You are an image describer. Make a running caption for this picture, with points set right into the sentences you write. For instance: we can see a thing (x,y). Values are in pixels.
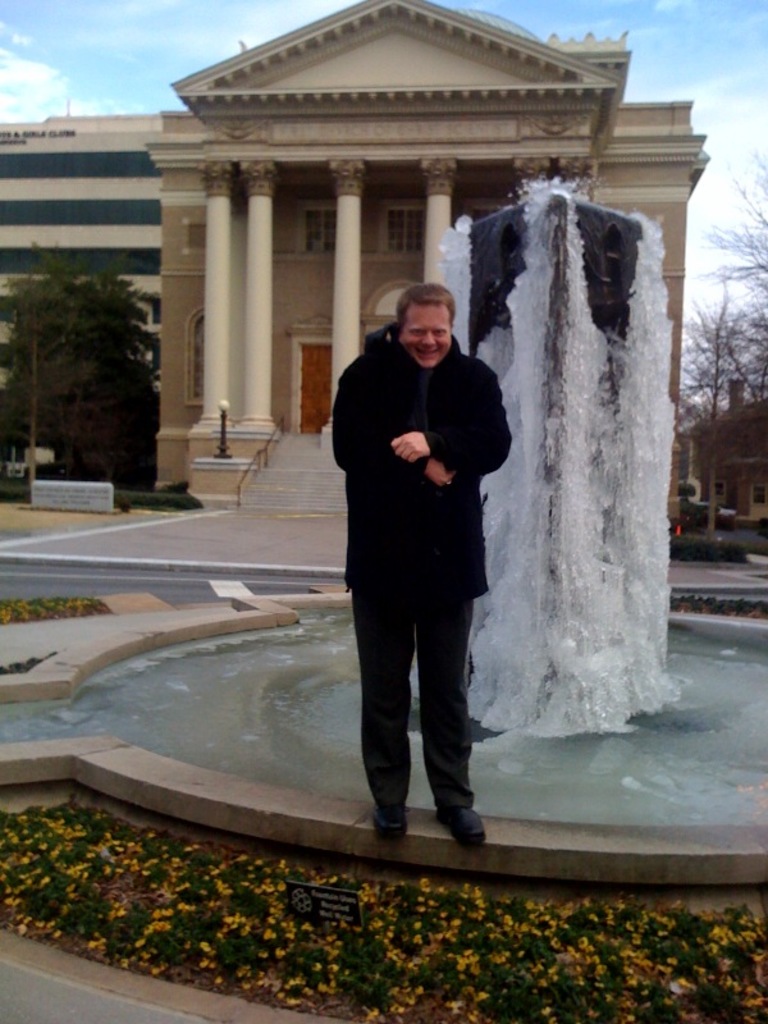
In the foreground of this image (375,946), at the bottom (256,954), there are flowers (463,966) and plants (474,966). In the middle (418,501), there is a man (418,610) standing in front of a fountain (591,392). In the background (399,222), there are buildings (331,180), trees (64,362), pavement (224,545), stairs (265,466), sky (100,59) and the cloud (38,68).
